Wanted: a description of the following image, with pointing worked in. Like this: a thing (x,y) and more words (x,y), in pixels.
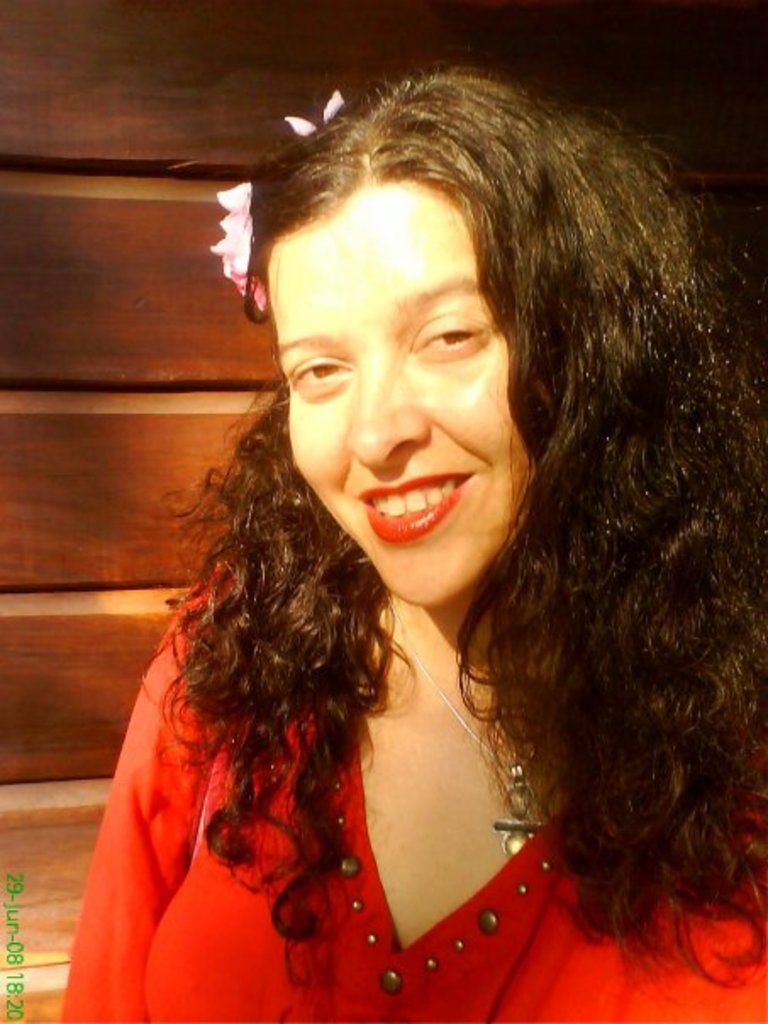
There is one woman (503,560) on the right side of this image (522,695) is wearing red color dress (377,892), and there is a wooden wall (165,416) in the background (124,336).
